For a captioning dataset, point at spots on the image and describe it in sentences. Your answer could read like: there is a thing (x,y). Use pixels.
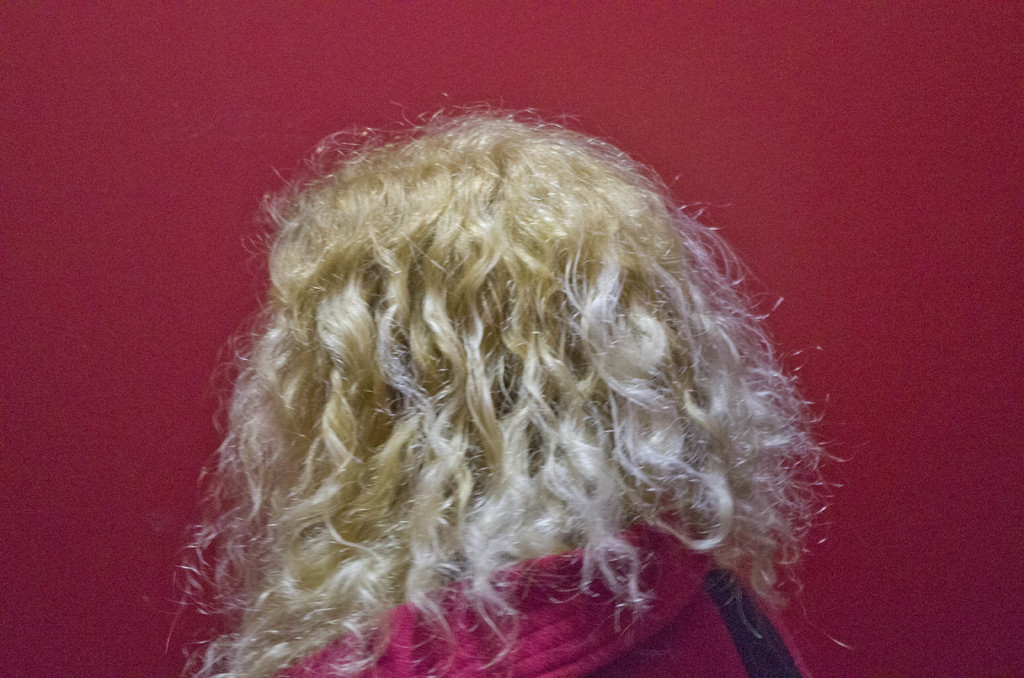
In the picture I can see a person (423,358) is wearing red color clothes (594,622). In the background (103,448) I can see red color wall (855,350).
